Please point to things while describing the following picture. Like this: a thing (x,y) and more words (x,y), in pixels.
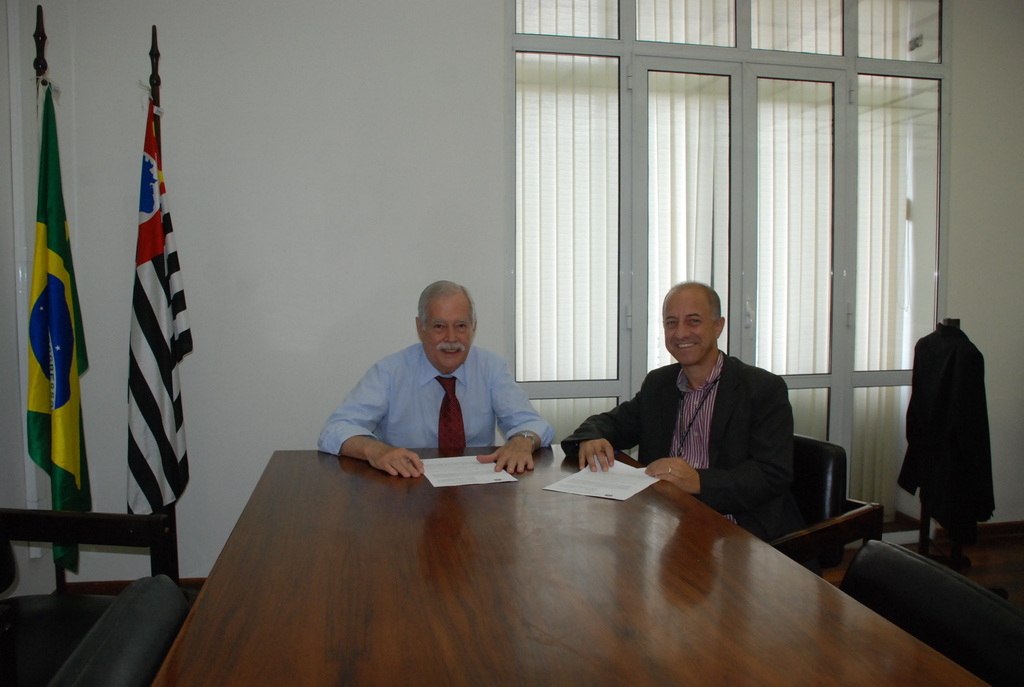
There are sitting in the chairs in front of the table (495,571) on which some papers (492,478) were there. In the left side (156,384) there are two national flags (160,350). In the background (375,206) there are some windows (518,183) and a wall (346,195) here.
